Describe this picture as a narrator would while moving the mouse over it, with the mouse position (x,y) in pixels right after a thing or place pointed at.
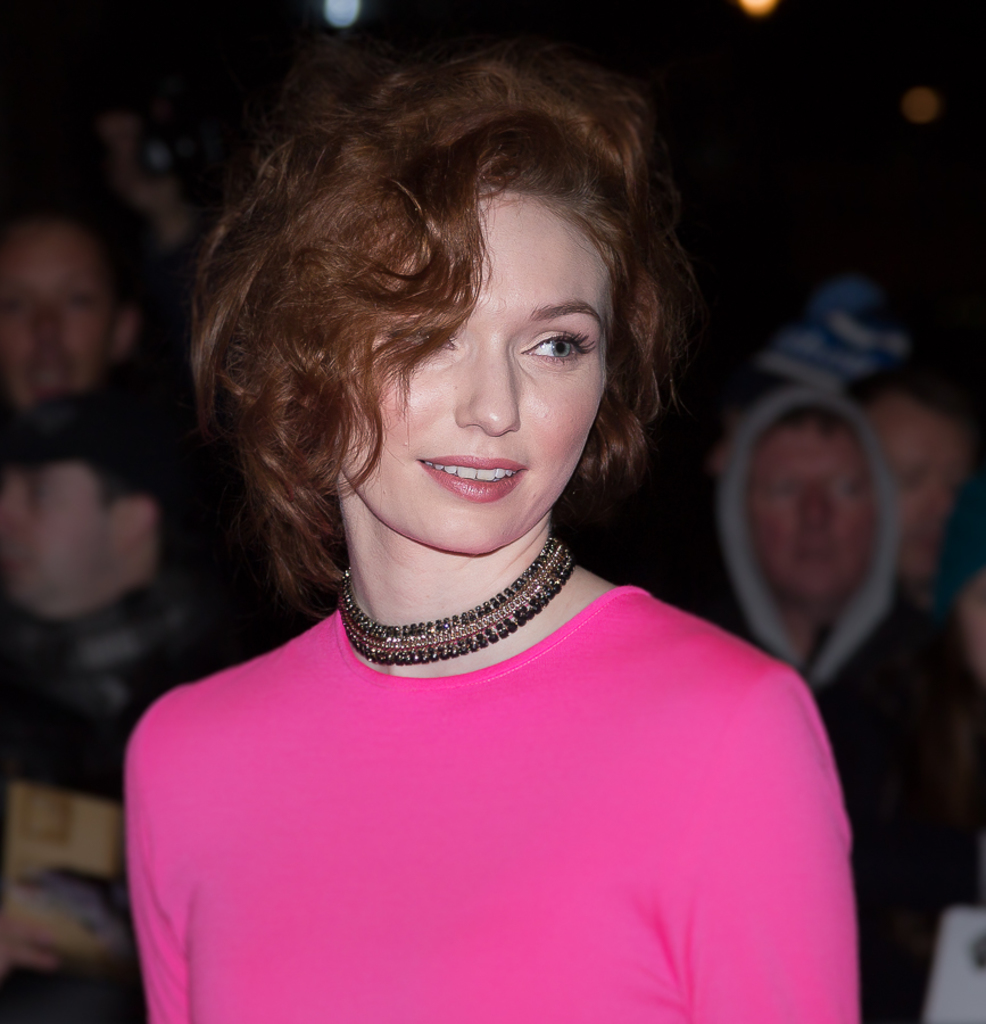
In this image I can see a woman (408,509) wearing pink dress (534,785) and black colored necklace (437,636). In the background (98,563) I can see few other persons (131,566).
